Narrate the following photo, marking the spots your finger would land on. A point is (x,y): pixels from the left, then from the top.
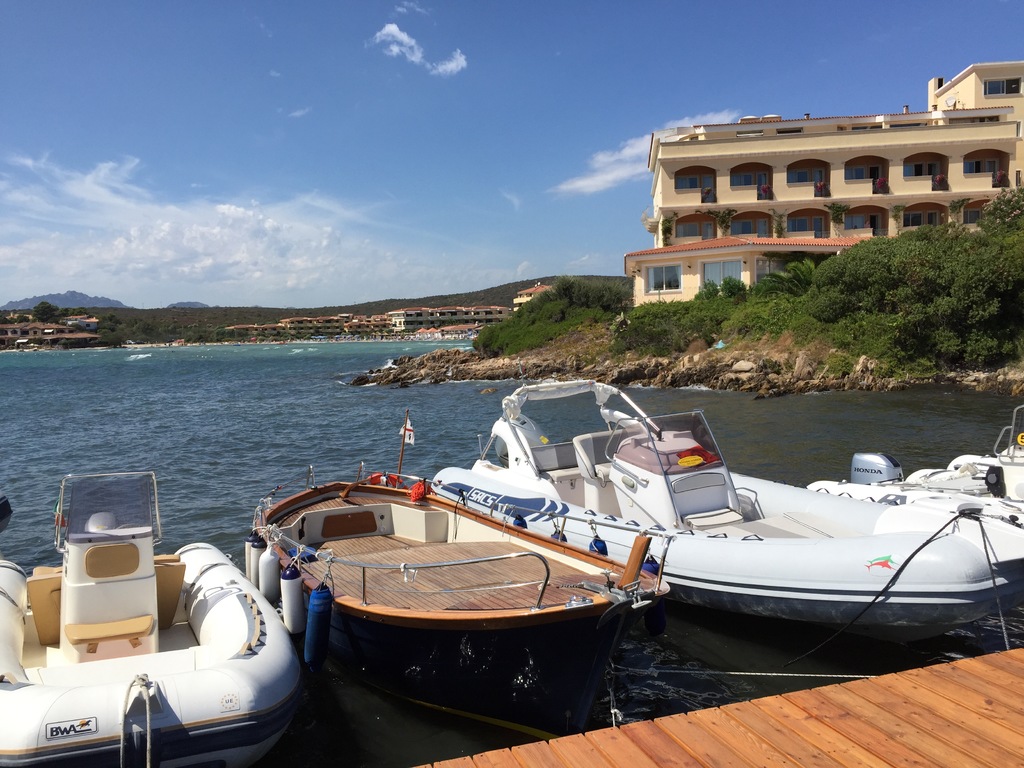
In this picture we can see a few boats (397,473) in water (50,475). There are some buildings (959,214) and trees (688,314) on the right side (839,261).
